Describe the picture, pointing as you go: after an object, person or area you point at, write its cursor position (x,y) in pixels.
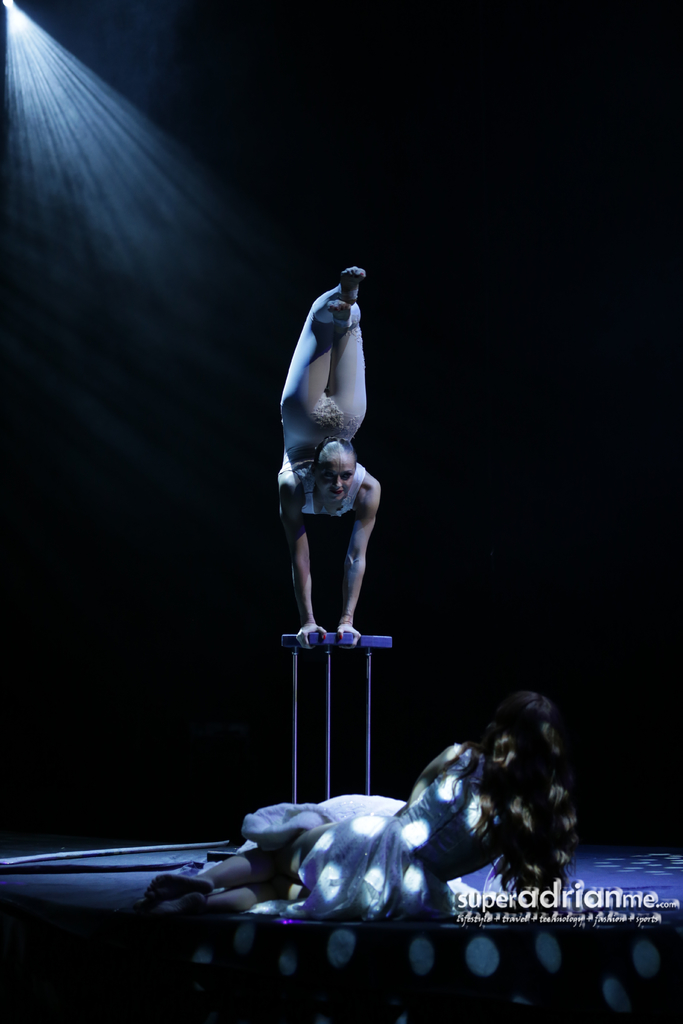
In this image there is a woman (300,476) doing gymnastics on the stool (370,688). In front of her there is a woman (366,859) lying on the floor (416,919). The background (493,473) is dark. In the top left (24,14) there is a light (19,19). In the bottom right (570,915) there is text (529,915) on the image.
